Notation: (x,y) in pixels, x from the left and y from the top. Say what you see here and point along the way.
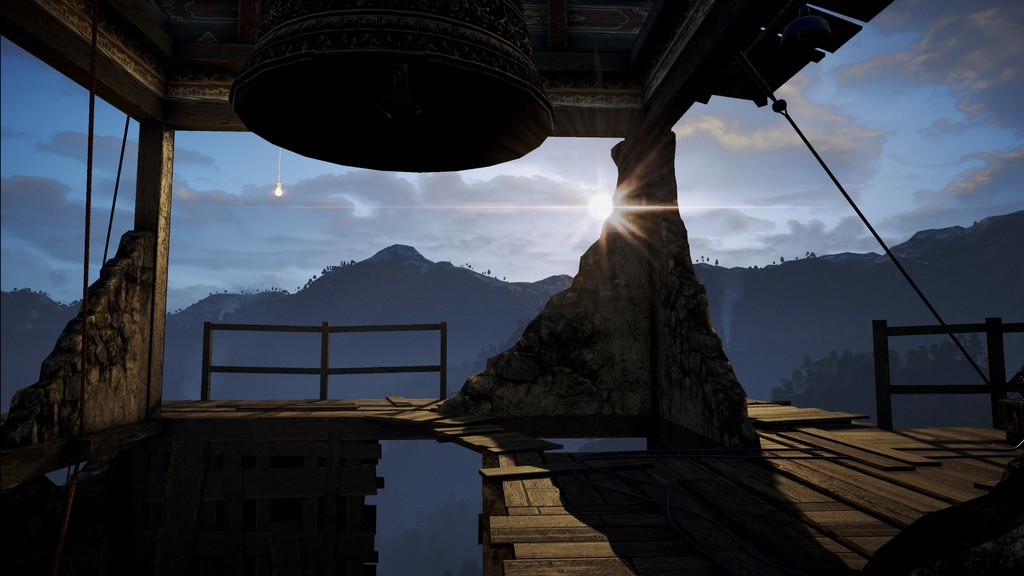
In this image in the center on the top (389,63) there is a bell (408,79) and in the background (311,333) there is a wall (564,339) and there are mountains (355,297). On the right side (884,378) there is a fence (880,390) and there is a rope (870,228) and the sky (447,259) is cloudy.
